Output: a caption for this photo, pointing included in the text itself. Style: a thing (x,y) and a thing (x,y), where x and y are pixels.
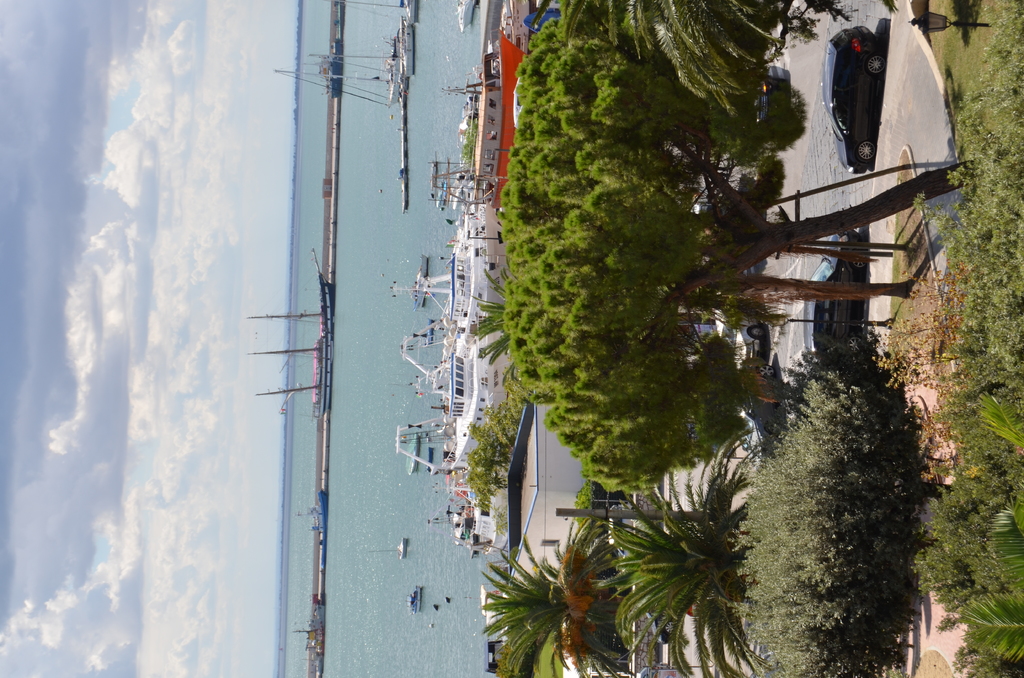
In this image we can see ships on the water (389,151), trees (618,249), motor vehicles (839,117) on the road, buildings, bushes (847,487), street light (946,27), street pole (947,27) and sky (110,378) with clouds (116,355).
